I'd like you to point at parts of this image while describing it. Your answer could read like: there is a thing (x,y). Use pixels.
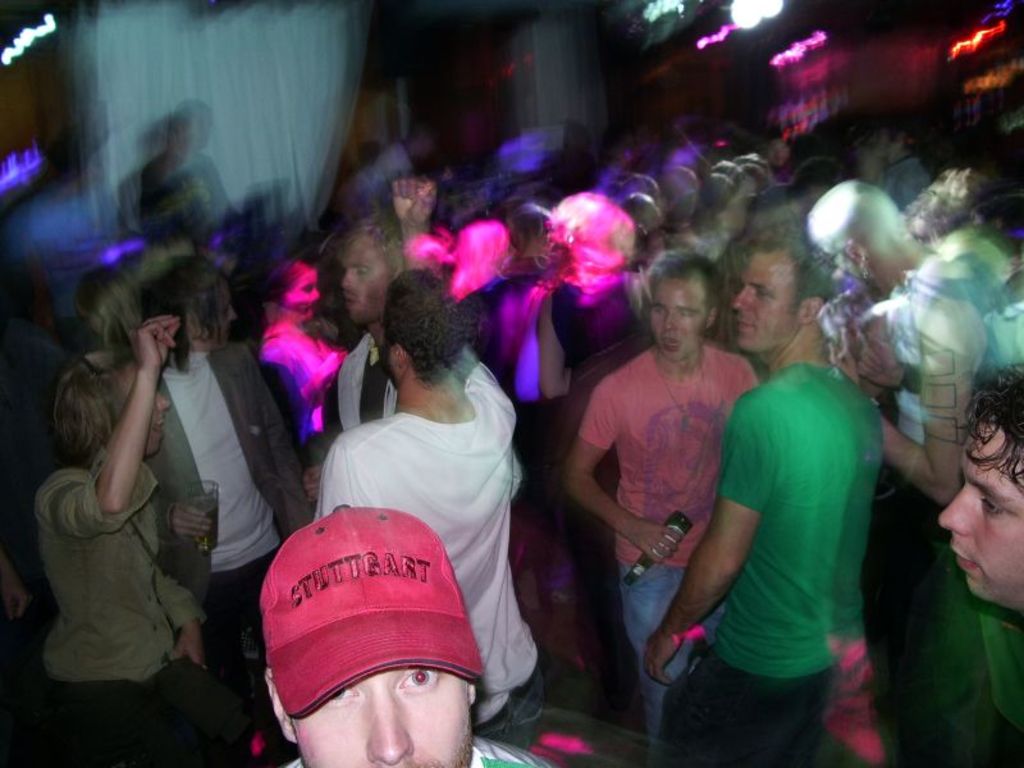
In the image there are many people (486,298) dancing all over the place, this seems to be clicked inside a pub (799,107), there are lights (973,50) over the ceiling (768,43).
